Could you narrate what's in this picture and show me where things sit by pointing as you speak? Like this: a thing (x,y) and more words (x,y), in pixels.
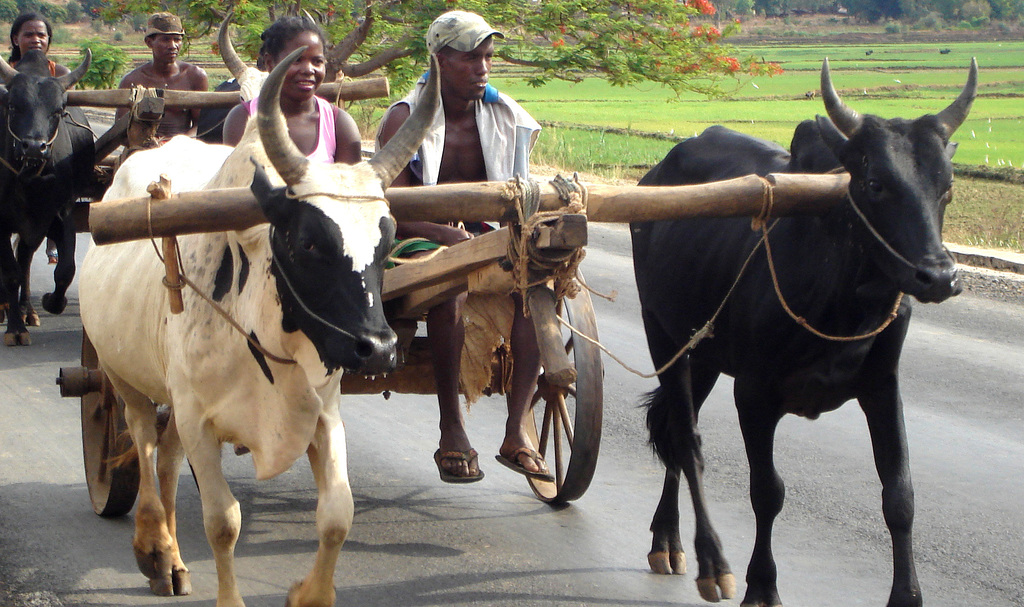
In this image there are persons (173,115) riding bullock carts (482,219) on the road (868,535). In the background (517,97) there is grass (674,112) on the ground (688,105) and there are trees (655,31).
